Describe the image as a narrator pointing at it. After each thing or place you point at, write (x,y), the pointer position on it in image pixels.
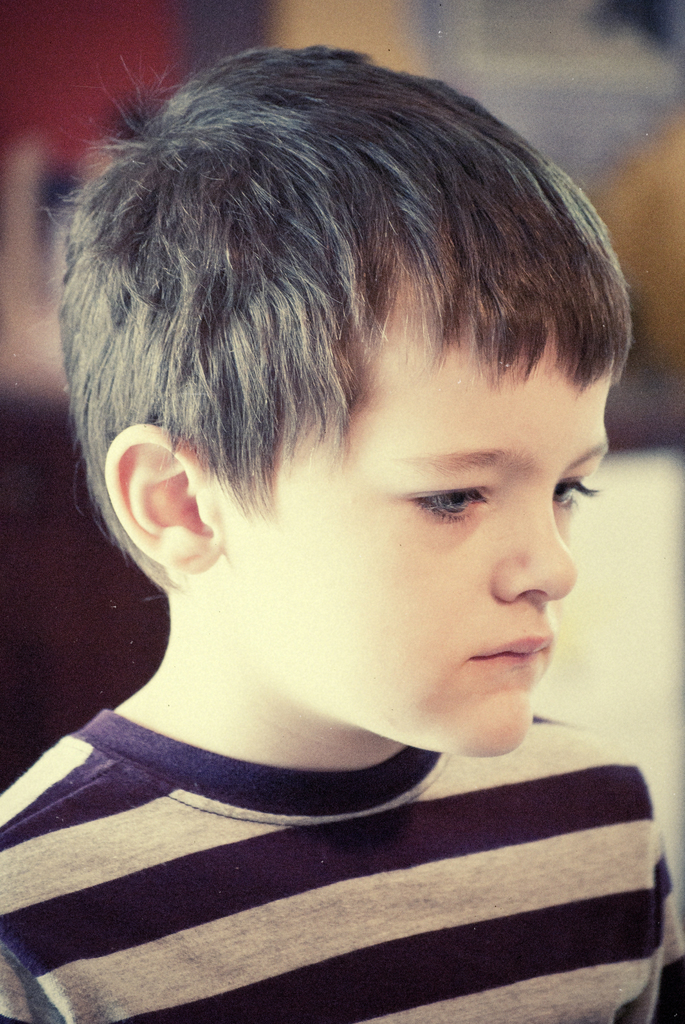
In this image, we can see a kid (550,873) wearing clothes (247,861). In the background (464,52), image is blurred.
